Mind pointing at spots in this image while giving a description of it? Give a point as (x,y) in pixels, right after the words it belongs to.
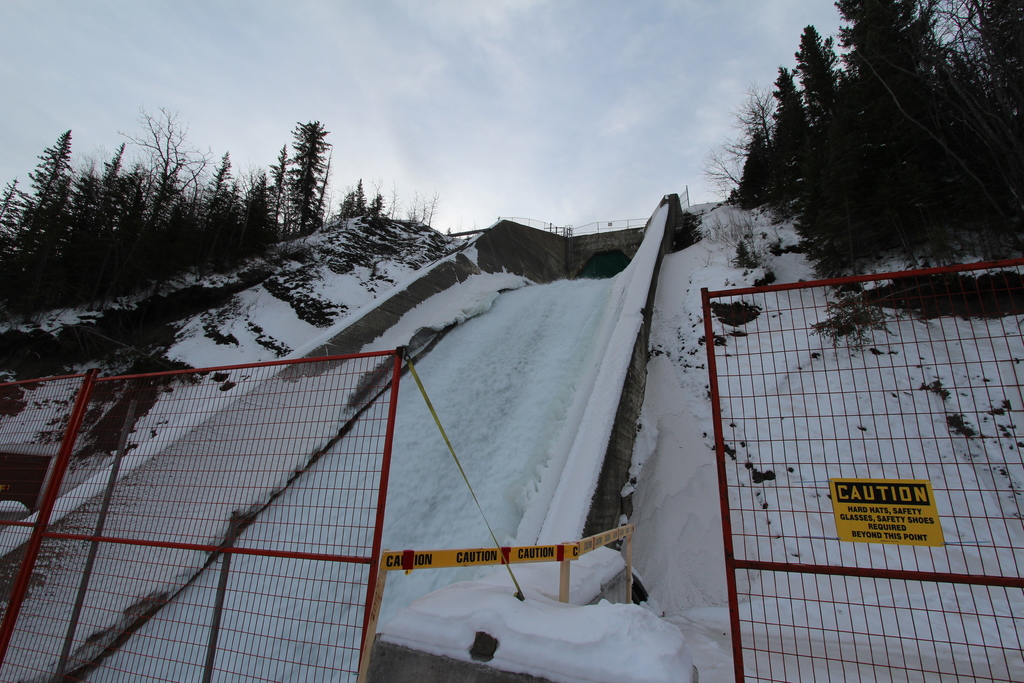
As we can see in the image there is fence (767,437), poster (906,521), snow (932,551) and trees (958,152). On the top (603,59) there is sky (402,37).
